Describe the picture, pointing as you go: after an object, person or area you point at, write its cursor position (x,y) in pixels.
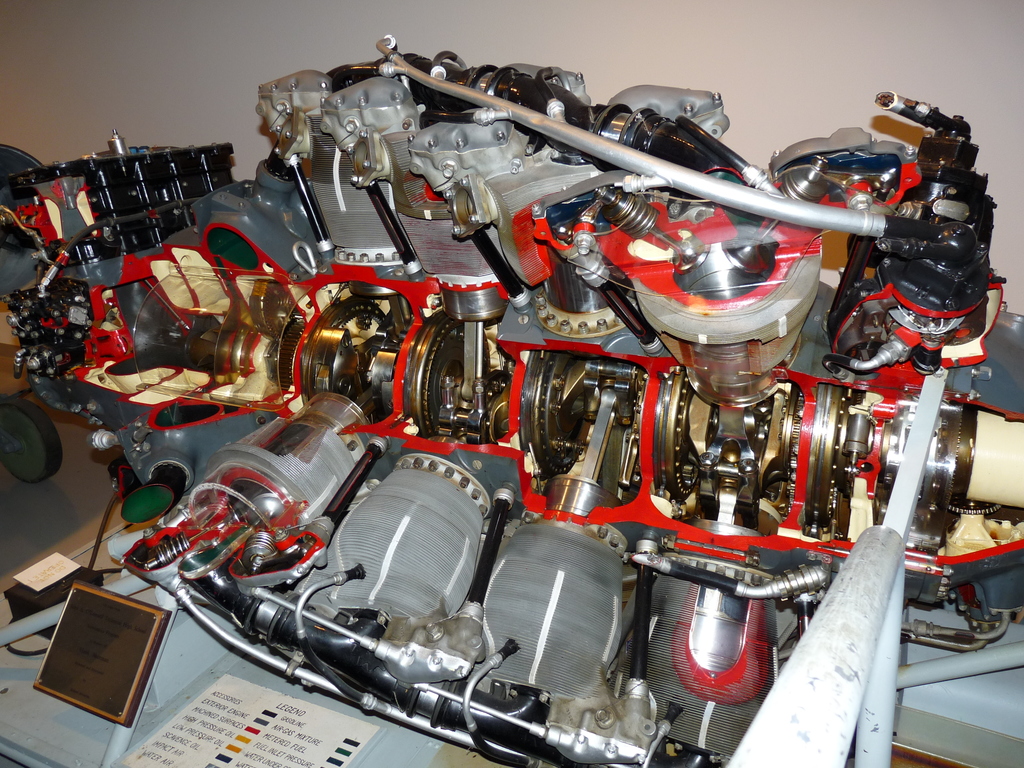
There is a machine (504,318) with a plaque (154,630). And a paper (214,695) is pasted and something is written on it. On the machines (449,209) there are pipes (590,151), bolts (452,176). In the background (468,57) there is a wall (757,59).
